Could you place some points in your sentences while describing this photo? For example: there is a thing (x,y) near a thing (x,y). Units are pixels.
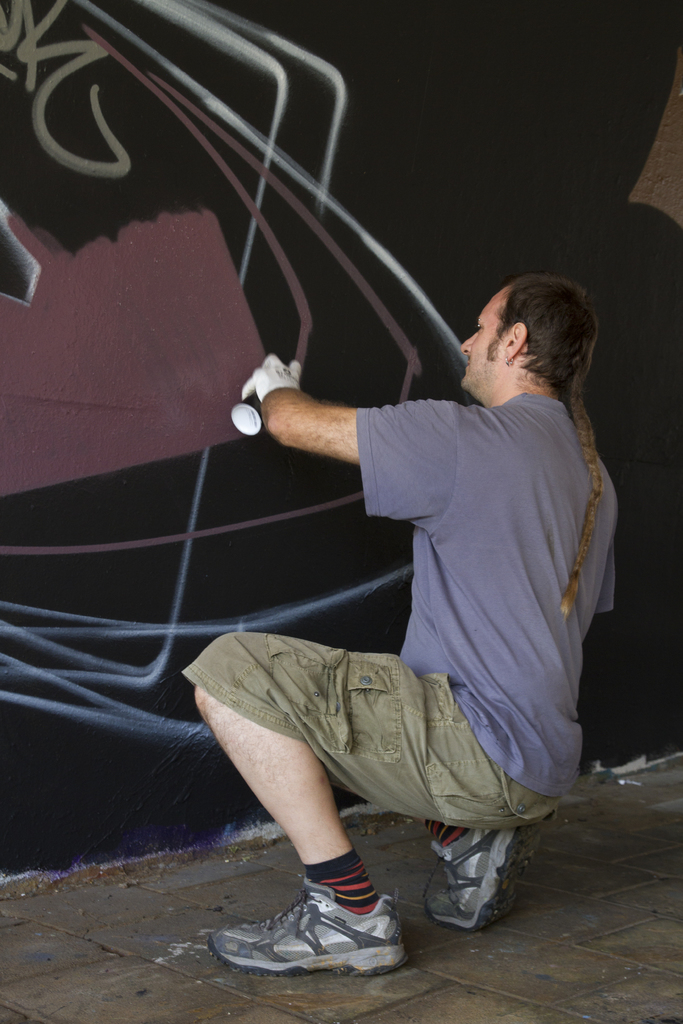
In this image we can see a man (321,713) in crouch position on the floor (159,939) and he is holding a spray bottle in his hand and there are drawings (13,411) on the wall (265,603).
